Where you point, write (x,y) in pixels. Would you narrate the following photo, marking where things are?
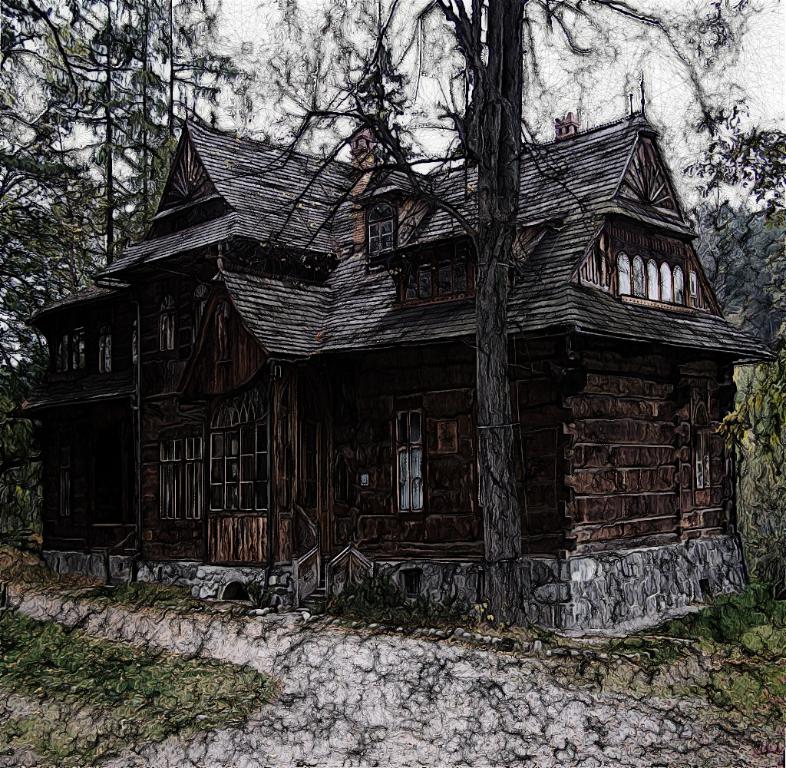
In this picture we can see a house (413,473). This is door (308,476) and there are windows (663,277). There are trees (347,111) and this is sky (752,72).
